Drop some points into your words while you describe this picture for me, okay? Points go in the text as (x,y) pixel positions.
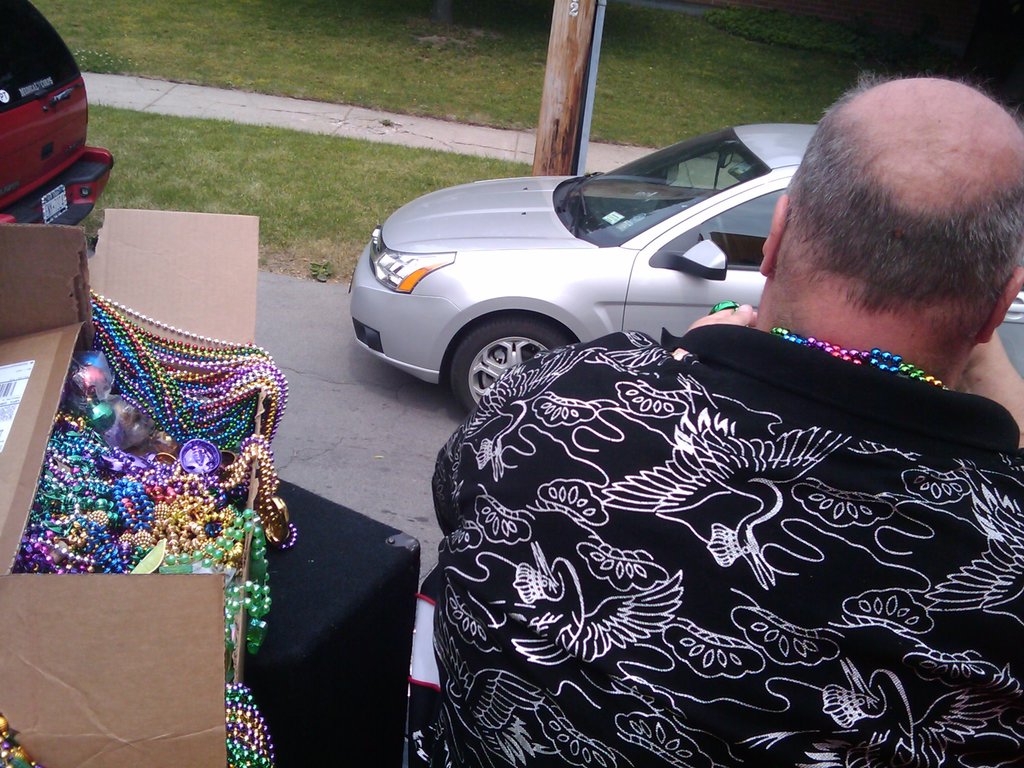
In the picture I can see a person (655,623) wearing black color T-shirt (699,558) is on the right side of the image (887,671). On the left side of the image (79,656) I can see a cardboard box (23,712) in which I can see some decoration items (99,521) are placed. In the background (441,269), I can see a silver color car (489,244) and a red color car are parked on the road (333,436). Also, I can see the grass (245,125) and the pole (551,163).
